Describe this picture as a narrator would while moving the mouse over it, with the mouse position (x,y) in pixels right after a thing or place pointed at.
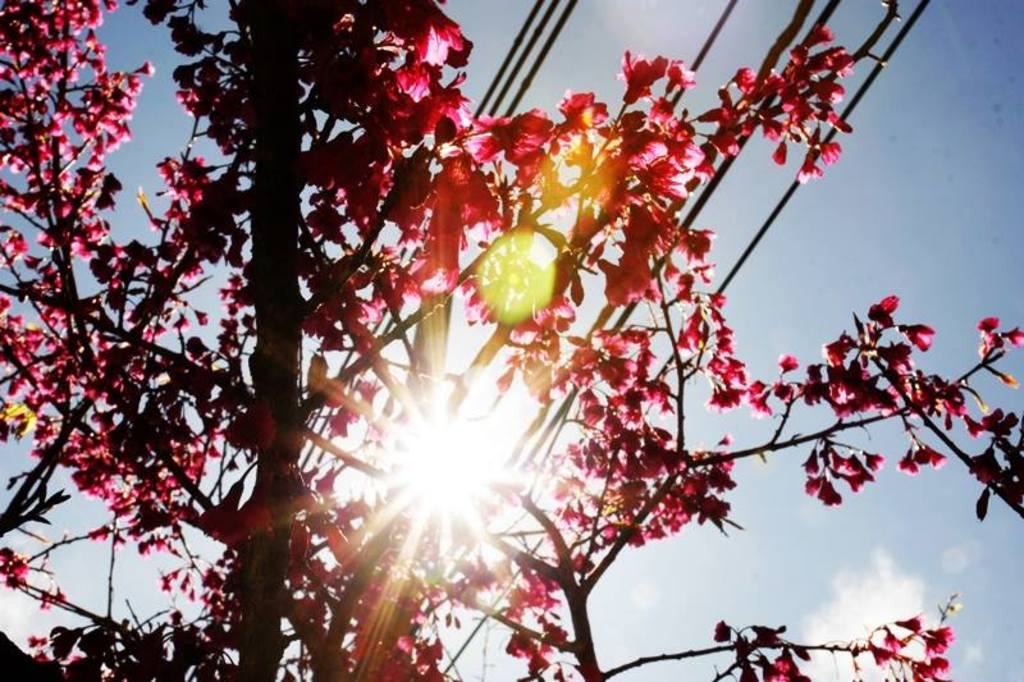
In the center of the image (409,449) we can see the sunrise (445,425). In the background of the image (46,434) we can see the trees (163,522), flowers (790,681), wires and clouds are present in the sky (497,390).
